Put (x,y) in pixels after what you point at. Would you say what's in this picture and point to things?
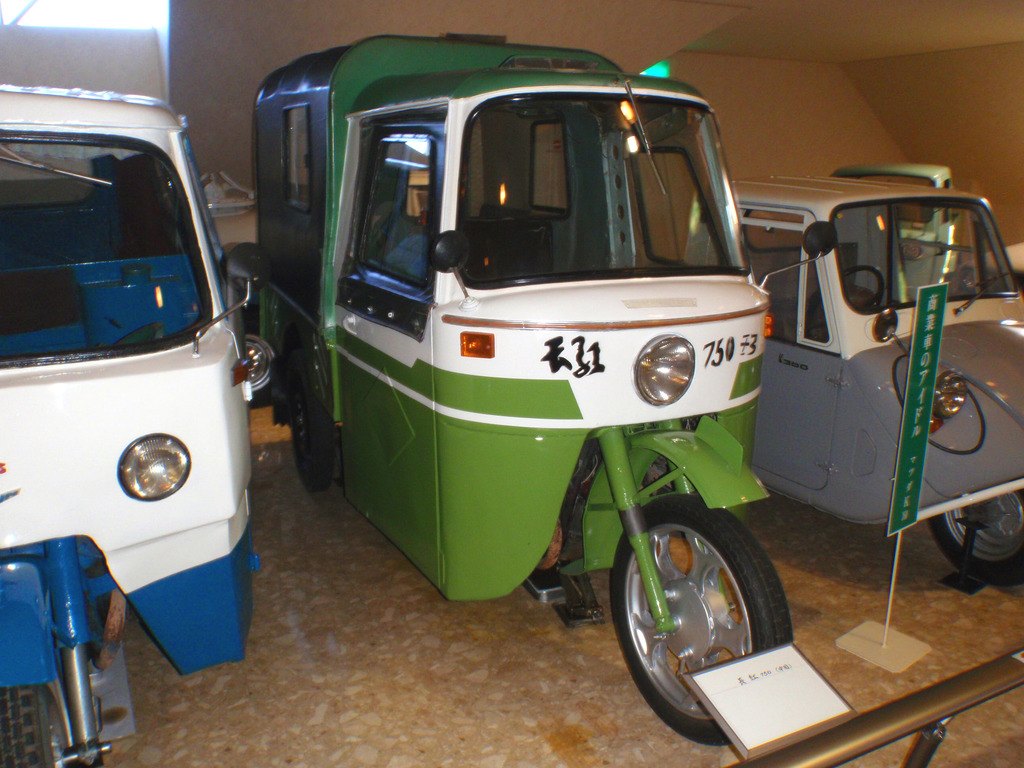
In this picture we can see the green and white color autos (230,376), parked. In the front (739,674) there is a steel railing (899,718) and board (742,691). In the background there is a wall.
